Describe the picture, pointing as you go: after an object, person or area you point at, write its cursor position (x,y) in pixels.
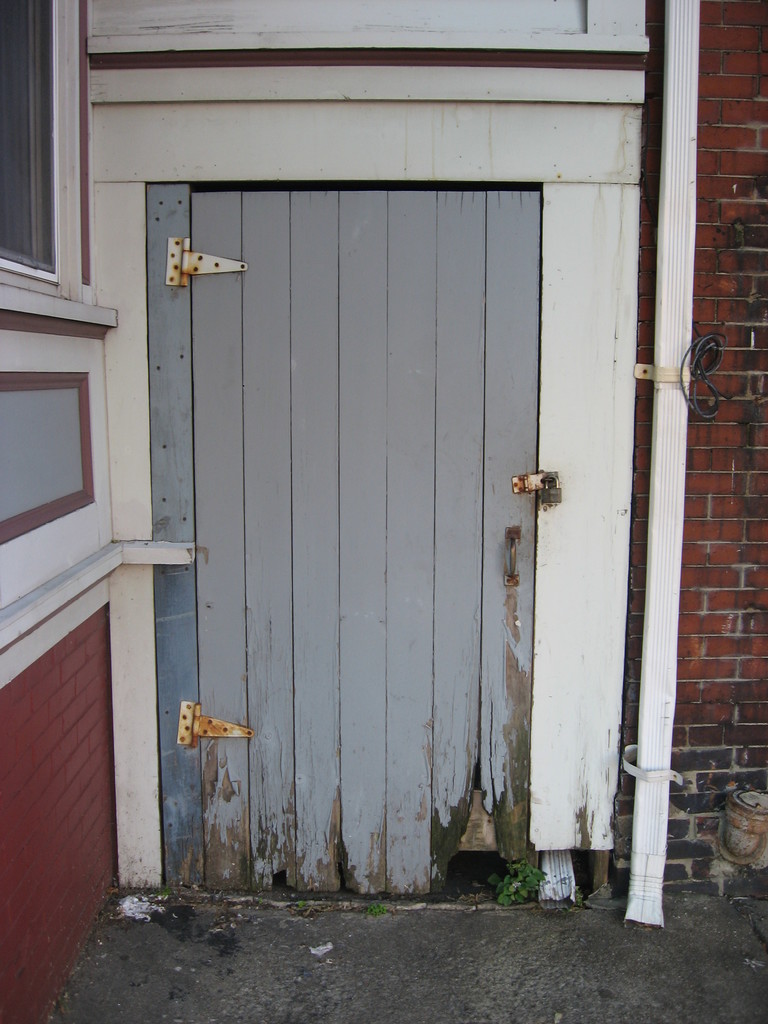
We can see wooden door (231,494) and wall (713,399).
